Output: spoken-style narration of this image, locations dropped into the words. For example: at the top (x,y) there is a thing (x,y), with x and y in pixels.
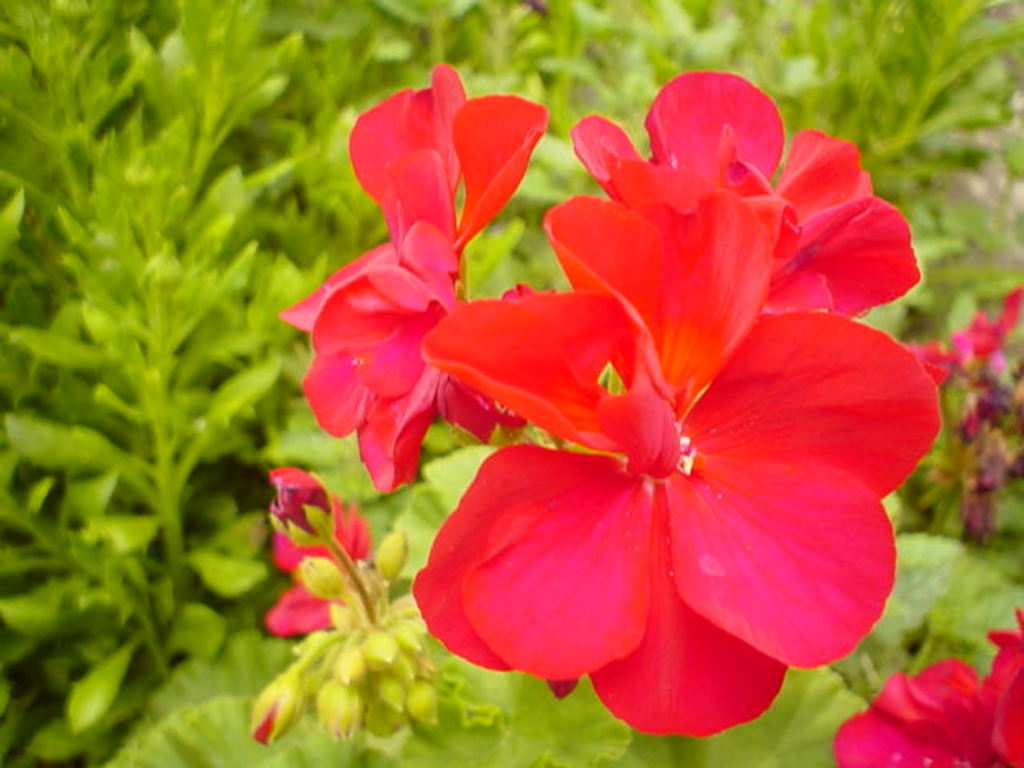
In this image, I can see the plants (348,646) with the leaves (451,666), buds (345,614) and flowers (501,419). These flowers (568,337) are red in color.
